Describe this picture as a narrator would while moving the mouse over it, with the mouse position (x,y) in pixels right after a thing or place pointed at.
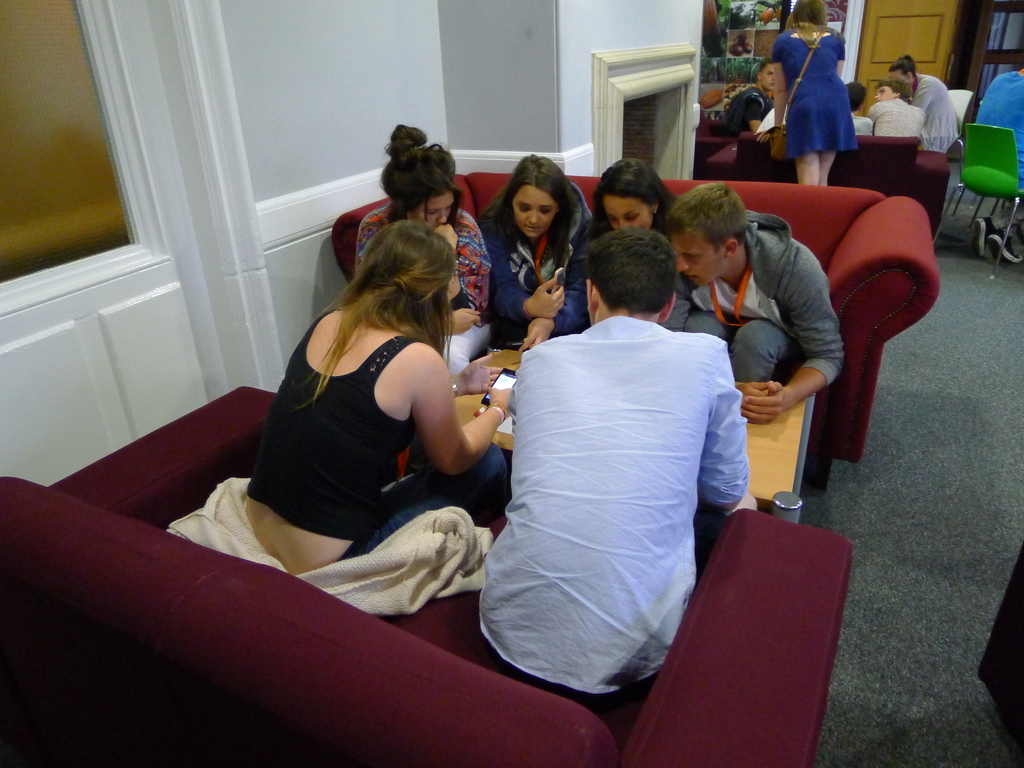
In the picture there are two sofas (812,469) and there is a table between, group of people (660,320) are sitting around the table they are discussing something, in the background (873,115) also there is another group (877,124) sitting on the sofa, to the left there is white wall (298,99), in the background (921,17) there is a door (924,30) and a cupboard (993,39).
